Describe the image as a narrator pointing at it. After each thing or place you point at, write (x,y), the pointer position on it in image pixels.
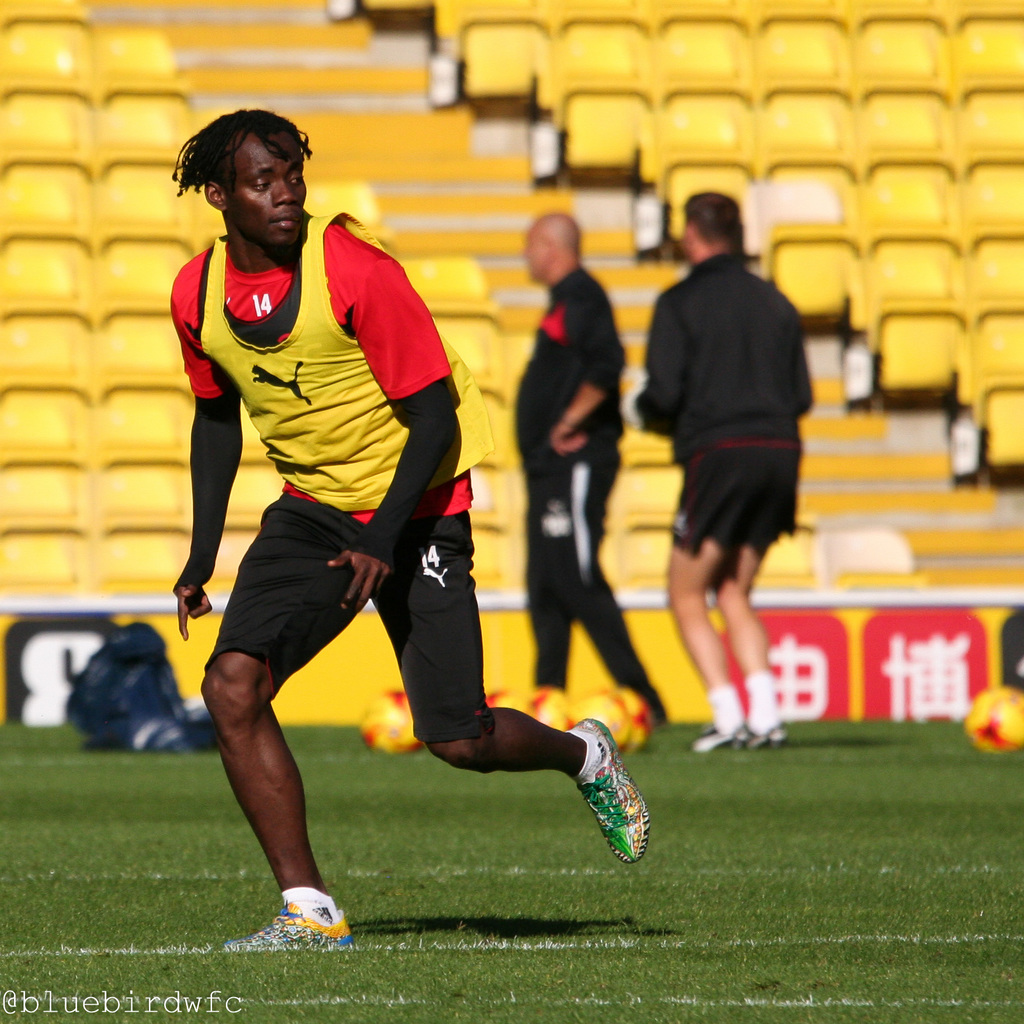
In this picture there is a football player (349,366) wearing yellow bib (347,366) and red color t-shirt (377,312), running in the ground (346,876). Behind there are two persons (602,489) wearing black color t-shirt (687,373) and track (703,480), standing behind. In the background (649,248) we can see yellow color stadium seats (687,176).
